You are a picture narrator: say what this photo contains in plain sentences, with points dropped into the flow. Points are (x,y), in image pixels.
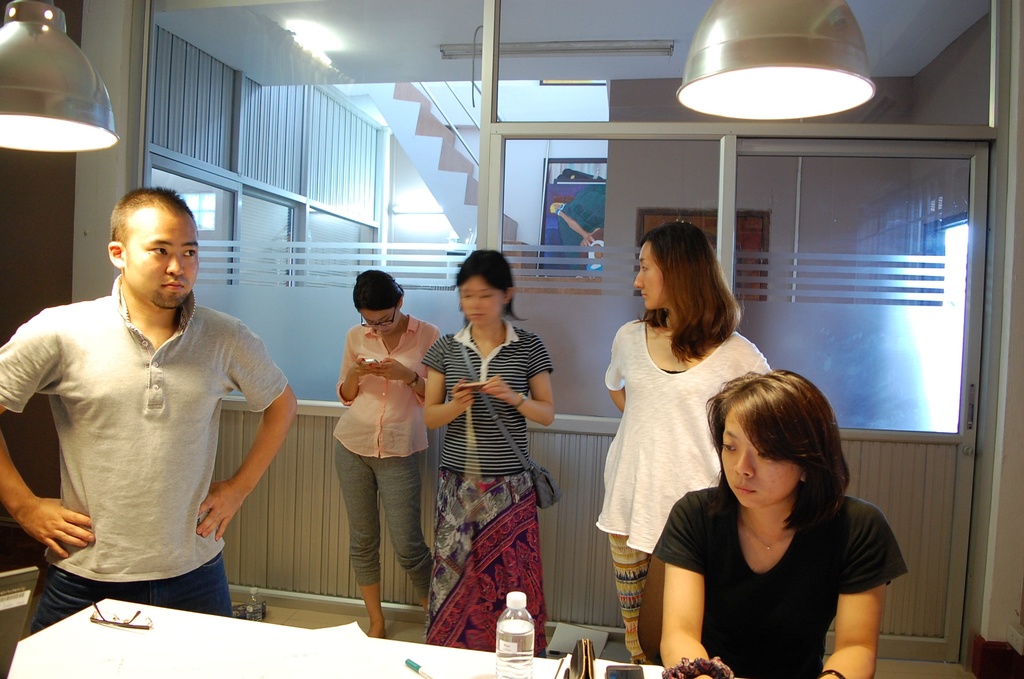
These four persons (486,368) are standing and this person (469,378) wear bag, these persons (473,421) are holding mobiles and this person (765,612) sitting. We can see bottle (521,664), specs (126,622), pen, paper (358,640) on the table (219,657). On the background (358,178) we can see glass window (842,193), from this glass window (462,238) we can see staircases (430,155), wall (514,160), frame (580,172). On the top (797,92) we can see lights (749,92).
